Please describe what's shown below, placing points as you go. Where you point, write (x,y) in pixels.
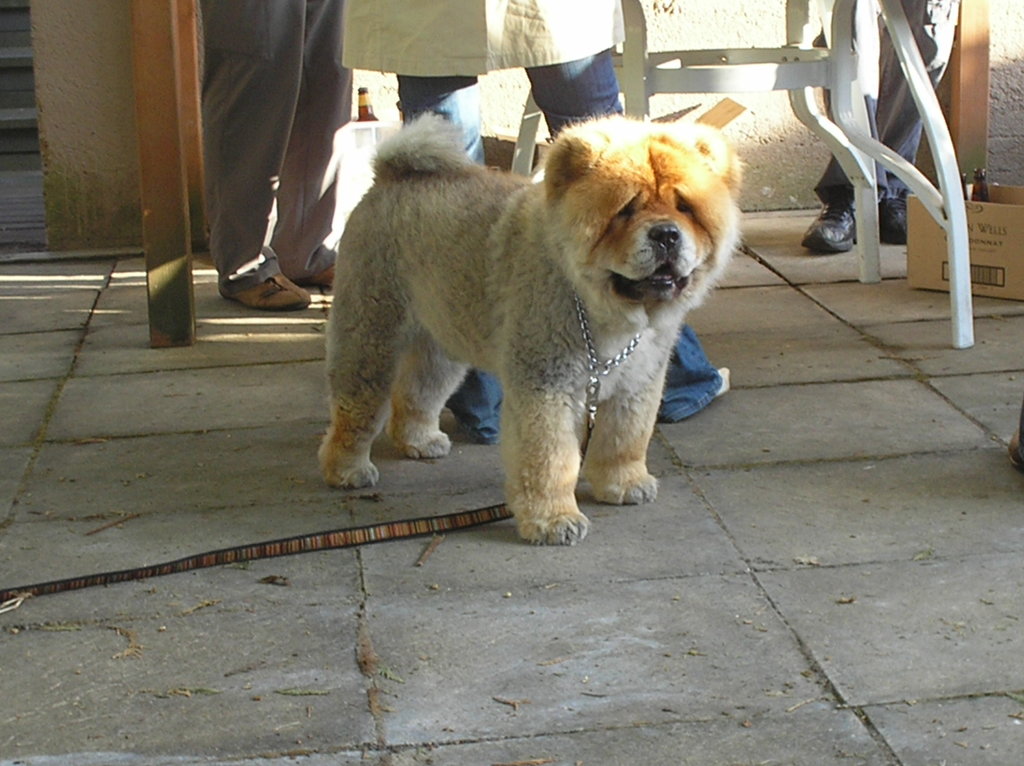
In the image there is a puppy (512,282) standing on floor (306,714) and behind there are few people (472,123) standing around table (795,108).
